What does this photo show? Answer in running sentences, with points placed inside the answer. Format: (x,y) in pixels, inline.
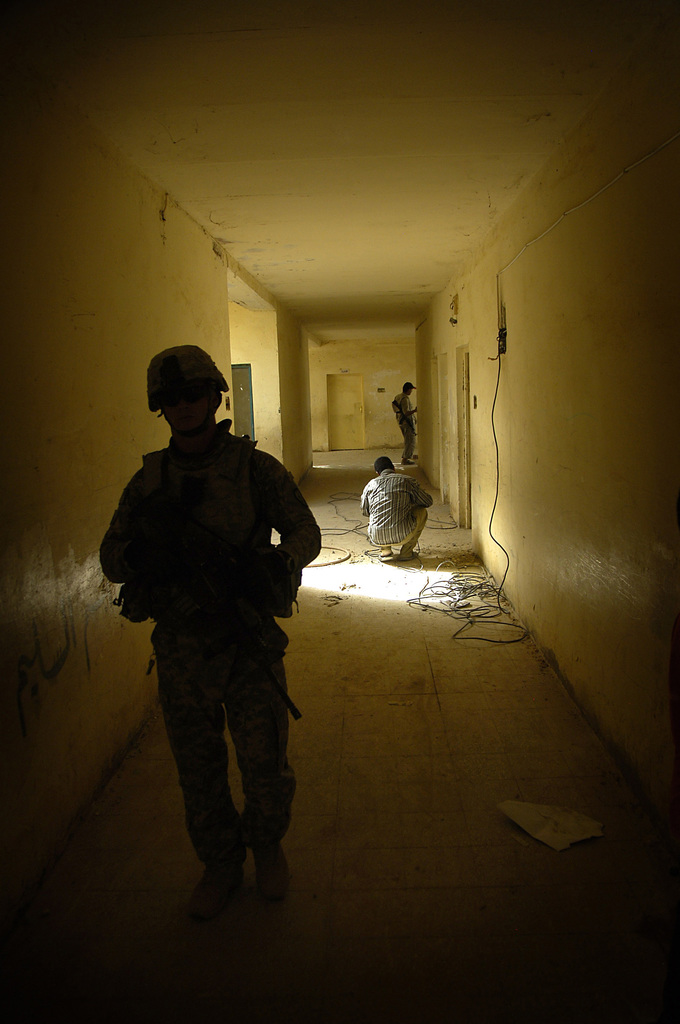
In the image I can see people (305,550) among them a person (411,556) is squat position and others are standing. I can also see wires (469,574), walls (152,434), ceiling (304,128) and some other objects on the floor (454,666).
